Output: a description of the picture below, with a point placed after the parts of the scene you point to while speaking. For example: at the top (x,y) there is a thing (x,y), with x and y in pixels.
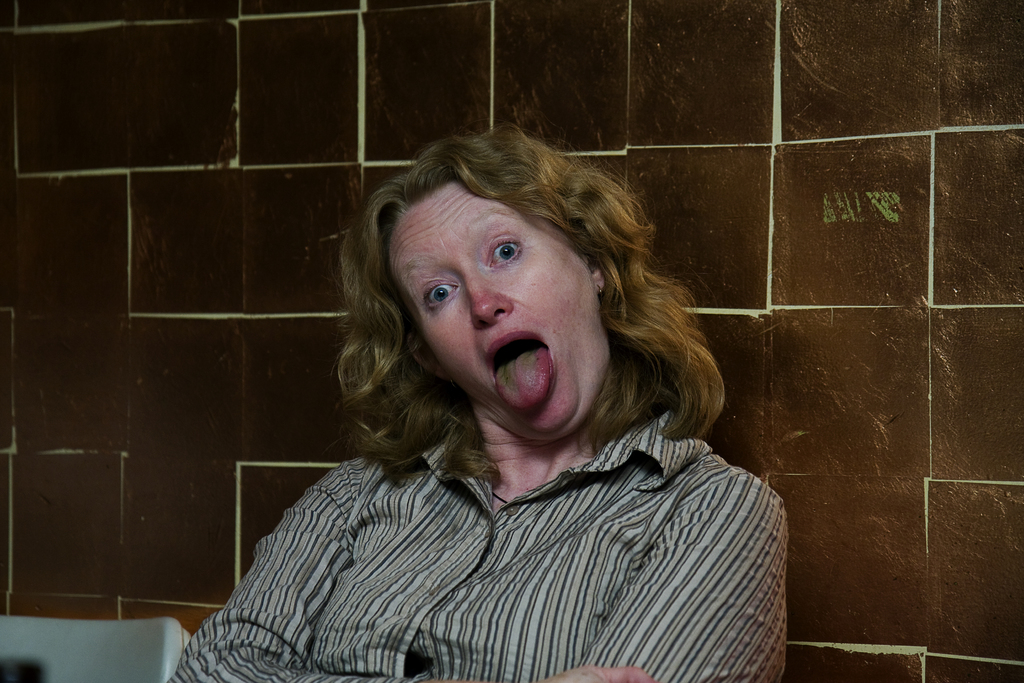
In this image, I can see a person (659,569). In the bottom left corner of the image (127,668), I can see an object (115,627). In the background (213,164) there is a wall (924,302).
